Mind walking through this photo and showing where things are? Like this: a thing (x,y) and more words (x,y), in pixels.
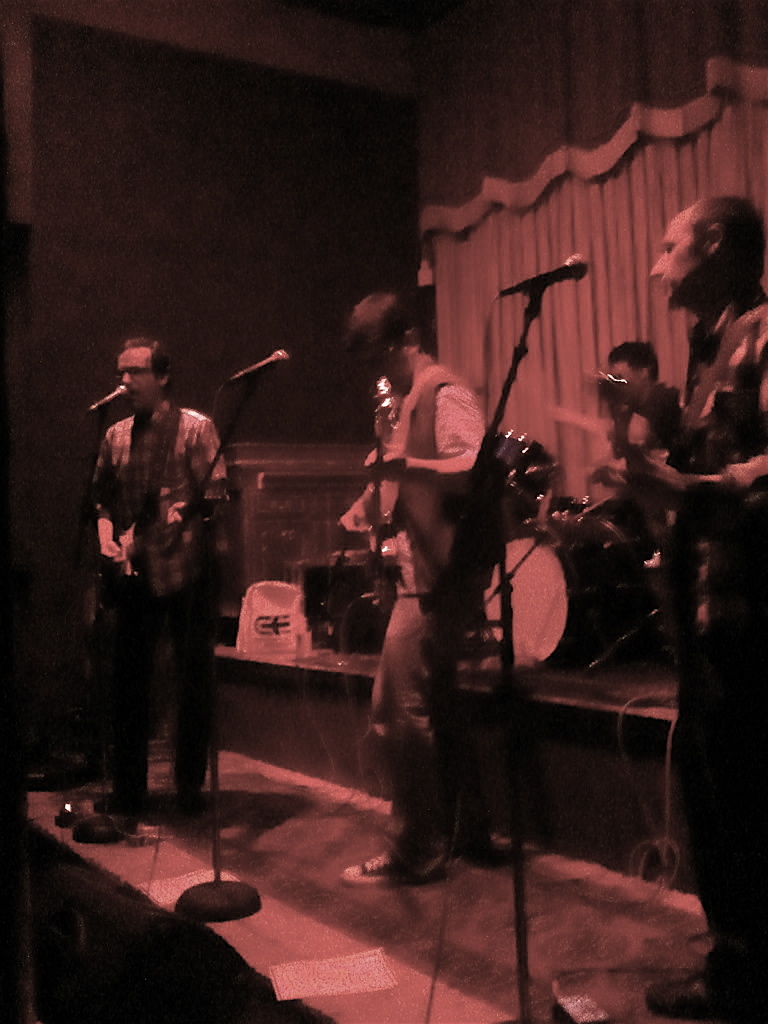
In this image, few peoples (428,465) are playing a musical instrument (515,531) in-front of microphone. Here so many rods (505,582) and wires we can see. There is a stage (336,834). At the background (516,404), there is a curtain (585,210). And left side (133,263), we can see wall (54,401). Here in the middle of the image (343,573), we can see few boxes (347,610).
